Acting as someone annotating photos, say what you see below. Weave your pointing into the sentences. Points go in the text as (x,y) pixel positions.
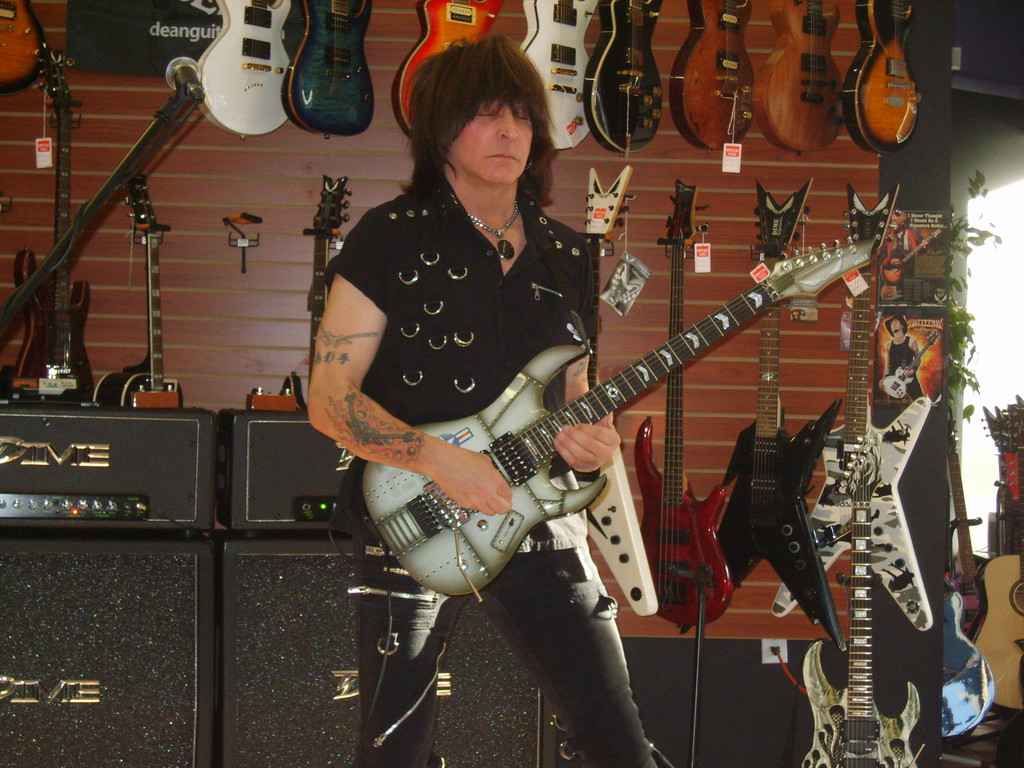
In this image i can see a man (455,161) standing and holding a guitar (508,392) at the background (236,81) i can see few other musical instruments (729,63) hanging.
